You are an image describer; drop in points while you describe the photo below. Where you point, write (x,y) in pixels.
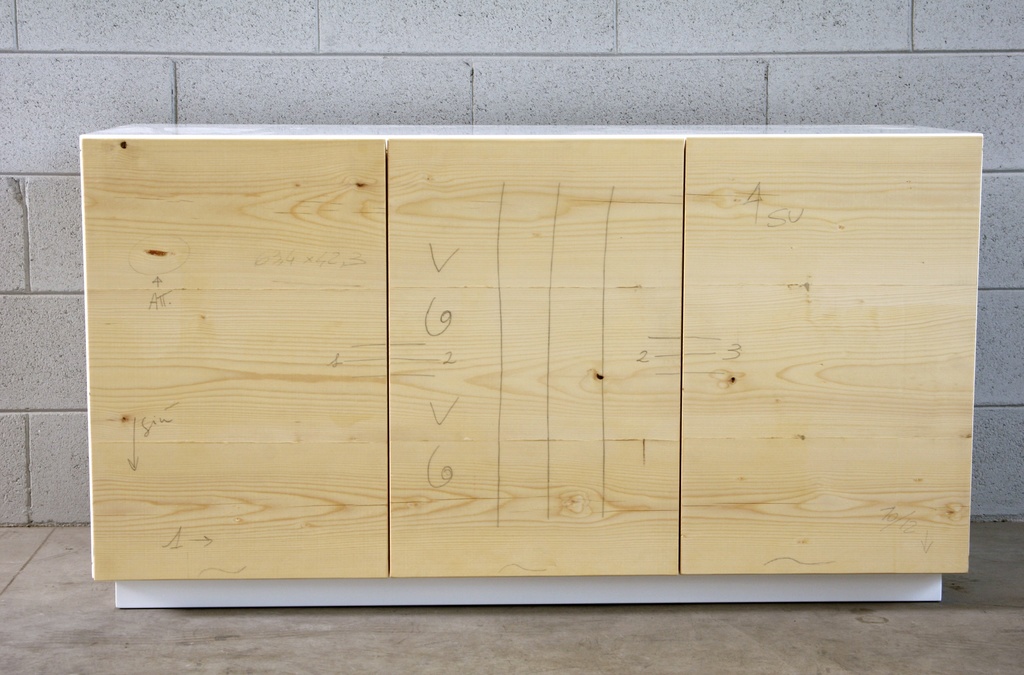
In the center of the image (445,330), we can see a board (408,412) and there is some text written on it. In the background (661,69), there is a wall (791,77) and at the bottom (494,625), there is floor (539,638).
